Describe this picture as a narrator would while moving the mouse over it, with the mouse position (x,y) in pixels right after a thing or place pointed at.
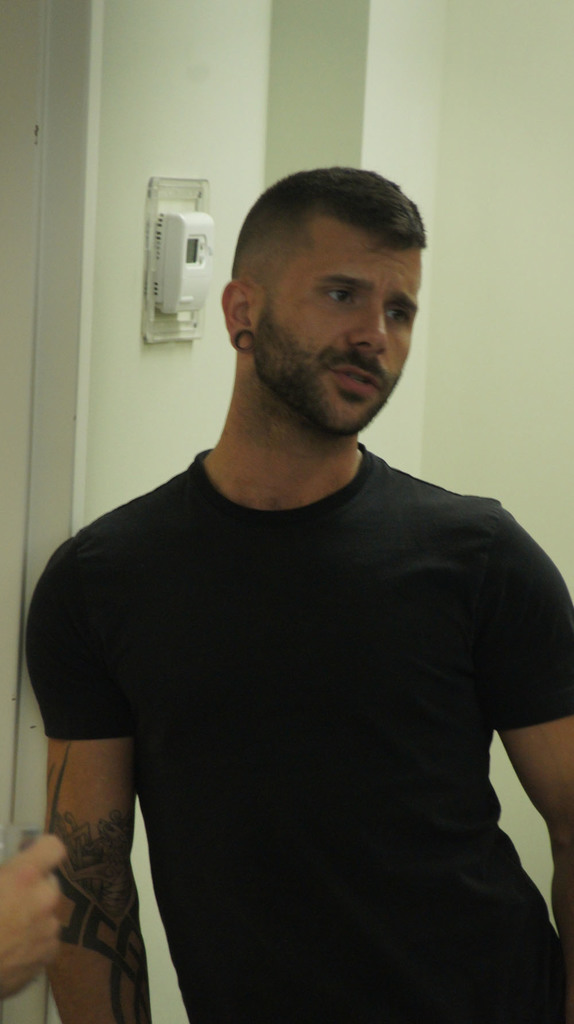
In this image I can see the person (223,668) with the black color dress (191,771). To the left (34,917) I can see the hand (27,917) of one more person (36,868). In the background (174,74) I can see the electric board (148,249) to the wall (119,240).
